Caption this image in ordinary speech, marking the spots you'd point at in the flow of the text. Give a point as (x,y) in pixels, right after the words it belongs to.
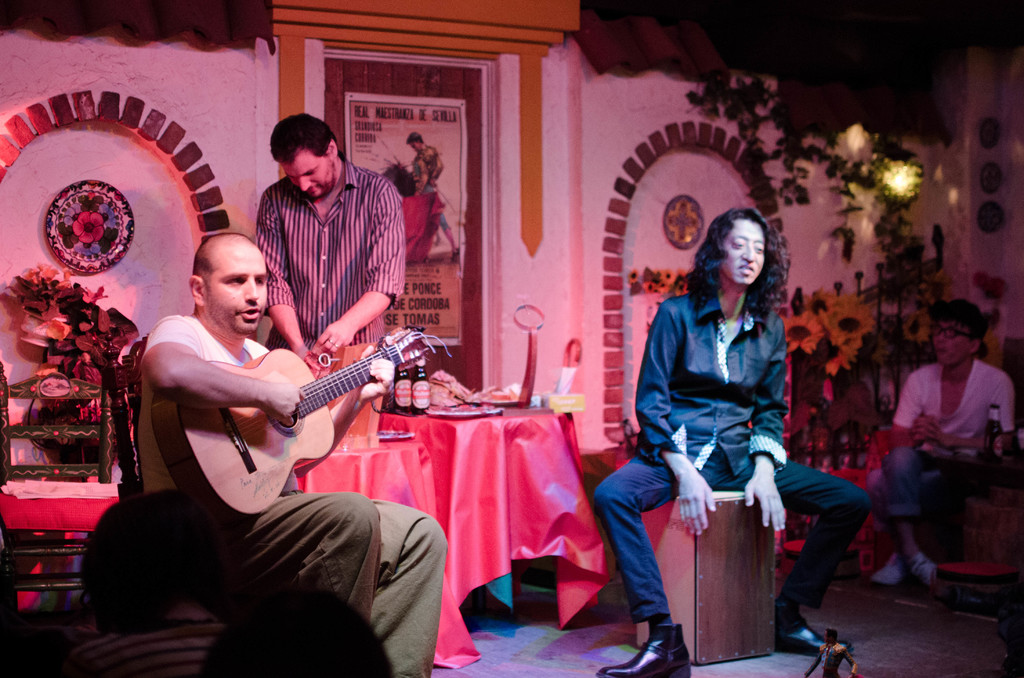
In this picture there is a man (361,607) sitting holding a guitar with his left hand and playing the guitar (334,376) with his right hand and there is a person (323,124) standing behind him is holding an object (323,352), there is a table (454,419) beside them with some beer bottles (408,400), food (506,400), tissues (575,369) and stuff (521,390) and there is another person (699,526) sitting on a wooden box (757,526) here is speaking and as a person (1005,425) sitting over here with a beer bottle (988,451) and in the back of this was a poster (449,214) and there are some plants (792,143) and lamp (906,171).
